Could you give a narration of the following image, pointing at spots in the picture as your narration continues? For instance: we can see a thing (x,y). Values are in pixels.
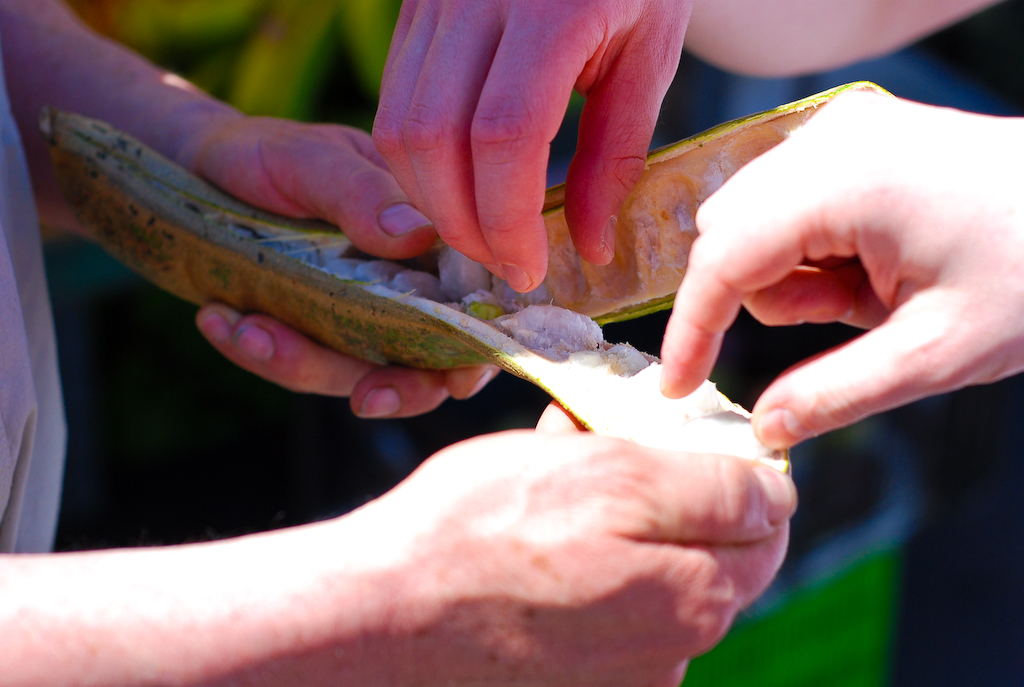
In this picture I can see a person's hands (352,195) in front (210,148) and holding a green color thing (305,257) and I see 2 other hands (541,127) of persons (521,130). I see that it is blurred in the background (975,617).
